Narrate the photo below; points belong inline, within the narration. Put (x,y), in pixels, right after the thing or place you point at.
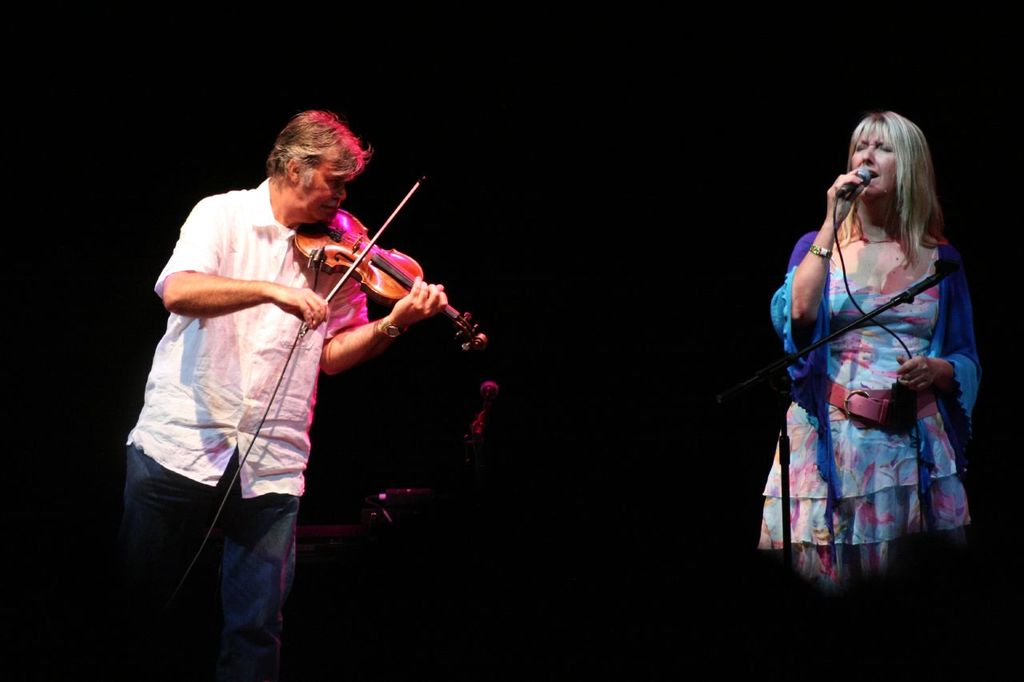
This man (255,242) is playing a violin (359,270) with stick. This woman (865,212) is singing in-front of mic (868,180). This is a mic holder (862,324).
